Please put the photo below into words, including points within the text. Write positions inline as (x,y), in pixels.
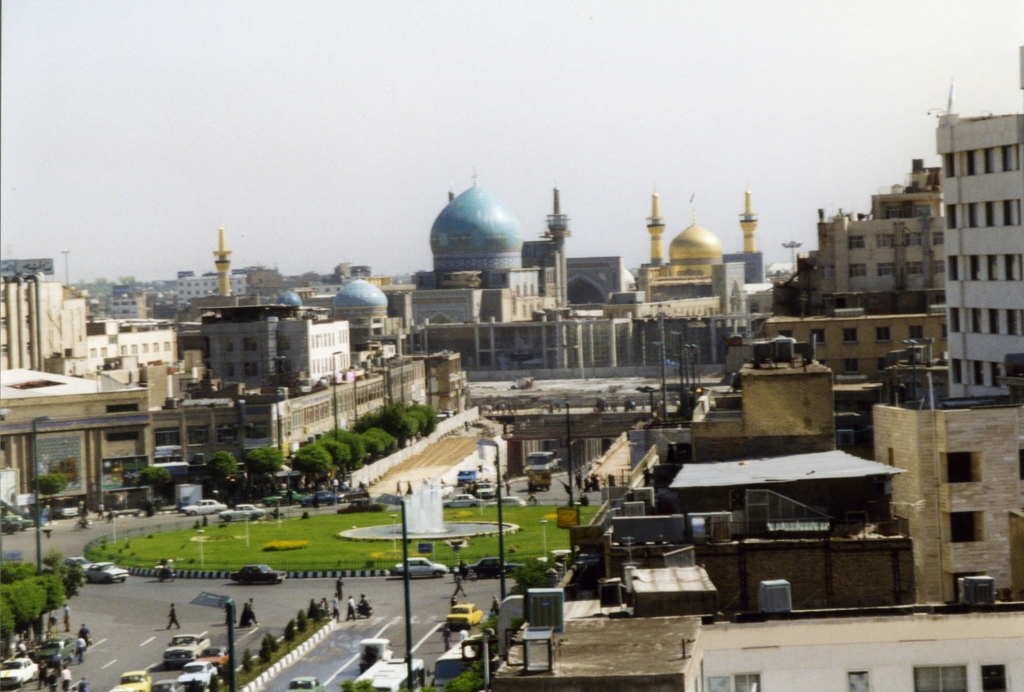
In this image I can see number of buildings (490,269), number of poles (545,518). In the centre of the image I can see grass ground (474,539) and a water fountain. On the left side of the image (326,437) I can see number of trees (356,440), few plants (466,680), few roads (271,584) and on these roads (128,632) I can see number of vehicles (197,650) and number of people (66,609). On the top side of the image (403,214) I can see the sky (437,102).
